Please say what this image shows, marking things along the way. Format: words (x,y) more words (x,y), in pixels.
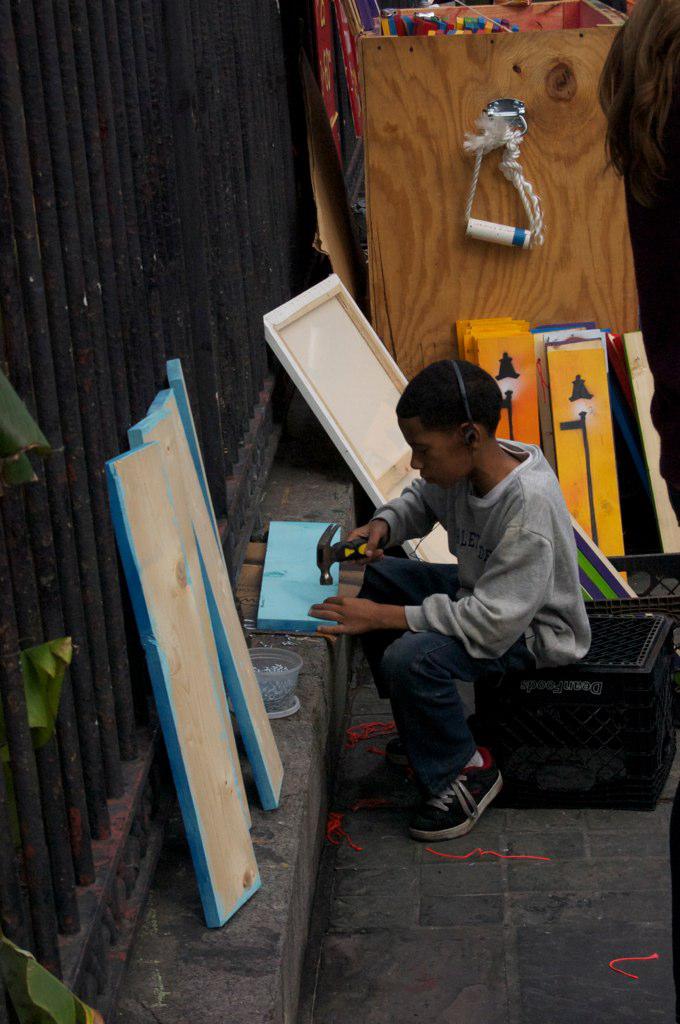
In this picture we can see a person (485,763) sitting on a platform (495,726), holding a hammer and in the background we can see a fence (28,785), wooden planks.
